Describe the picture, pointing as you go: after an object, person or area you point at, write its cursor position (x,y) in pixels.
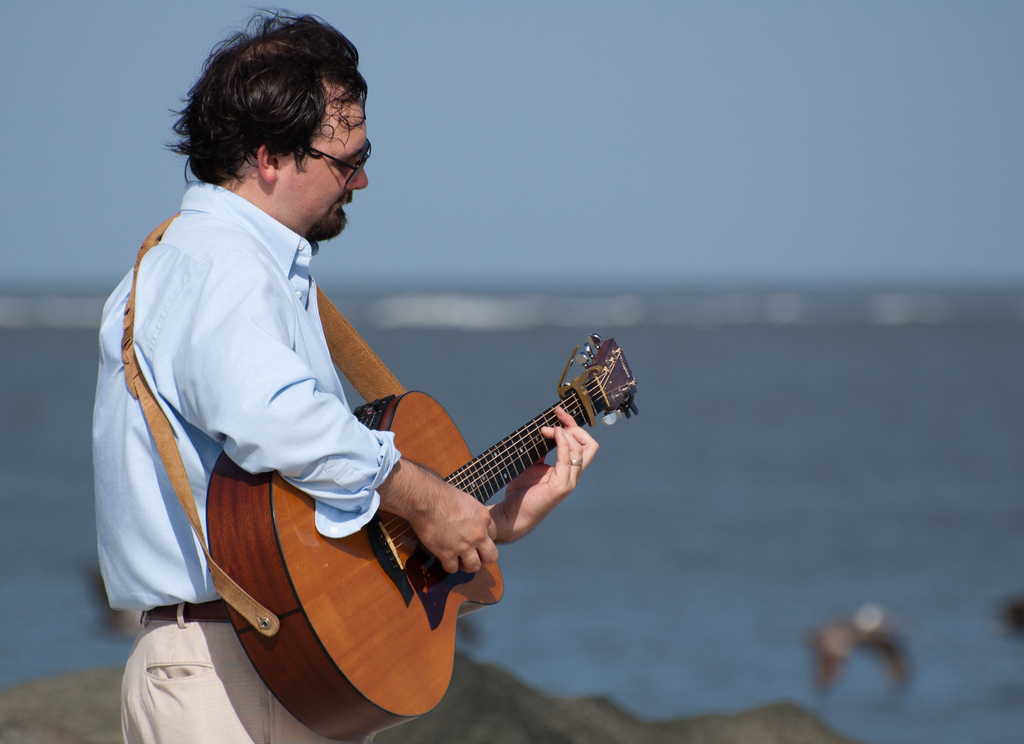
In this picture we can see a man (162,342) standing and playing a guitar (462,459). And this is water (720,523). And on the background (599,190) there is a sky (624,155).
